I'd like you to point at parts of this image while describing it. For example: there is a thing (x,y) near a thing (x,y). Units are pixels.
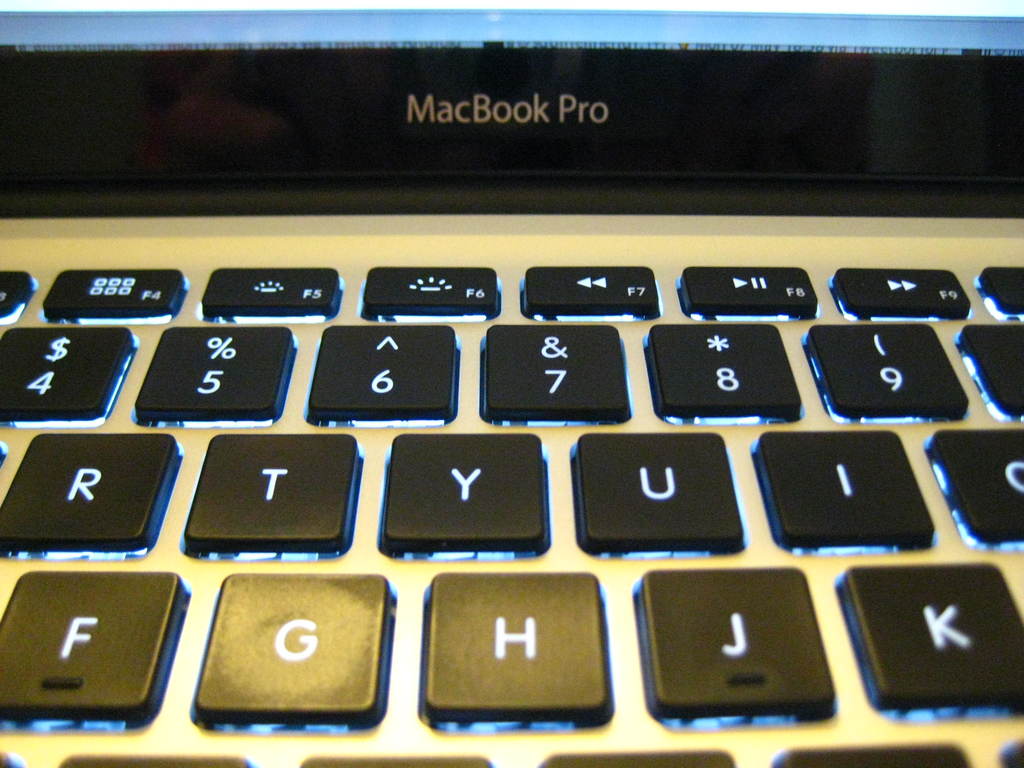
In this image I can see keyboard (513,602). I can see a macbook pro laptop (541,130).
